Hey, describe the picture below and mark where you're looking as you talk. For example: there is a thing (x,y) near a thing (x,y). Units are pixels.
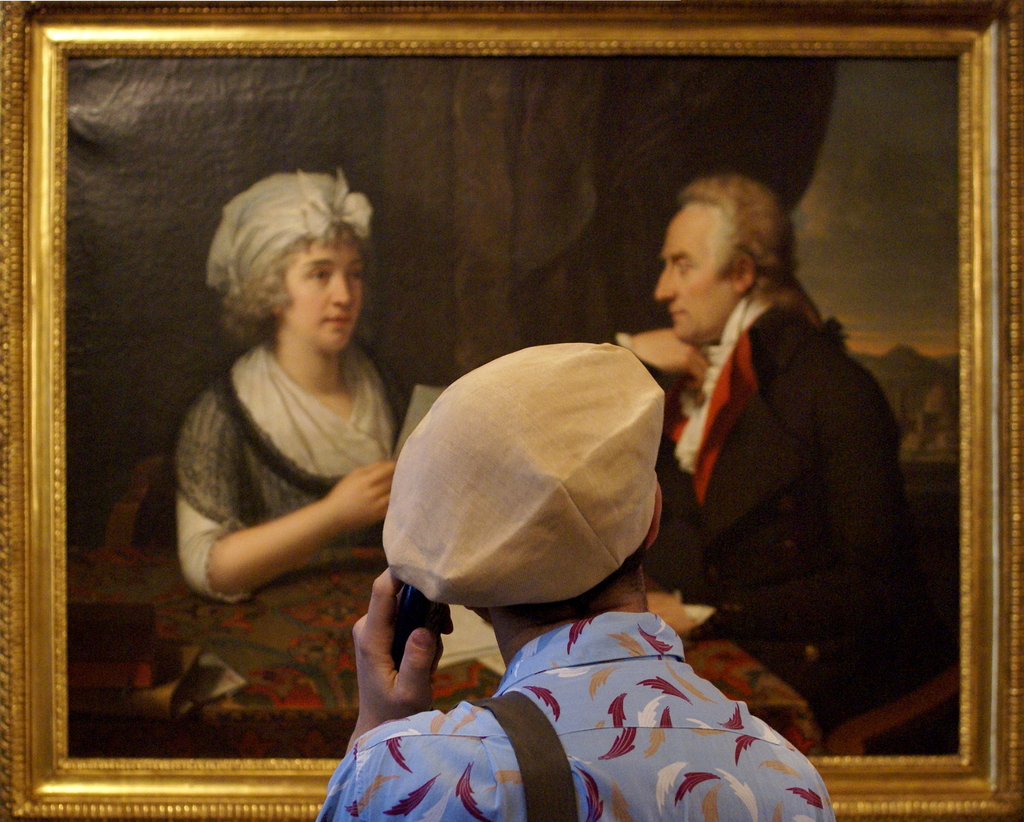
In this image I can see a person (604,717) wearing blue colored shirt (630,748) and cream colored hat (574,483) is standing and holding an object (399,646) in his hand (412,649). In the background (441,33) I can see a photo frame (383,48) which is gold in color in which I can see a photo (459,202) of two persons (707,341).
